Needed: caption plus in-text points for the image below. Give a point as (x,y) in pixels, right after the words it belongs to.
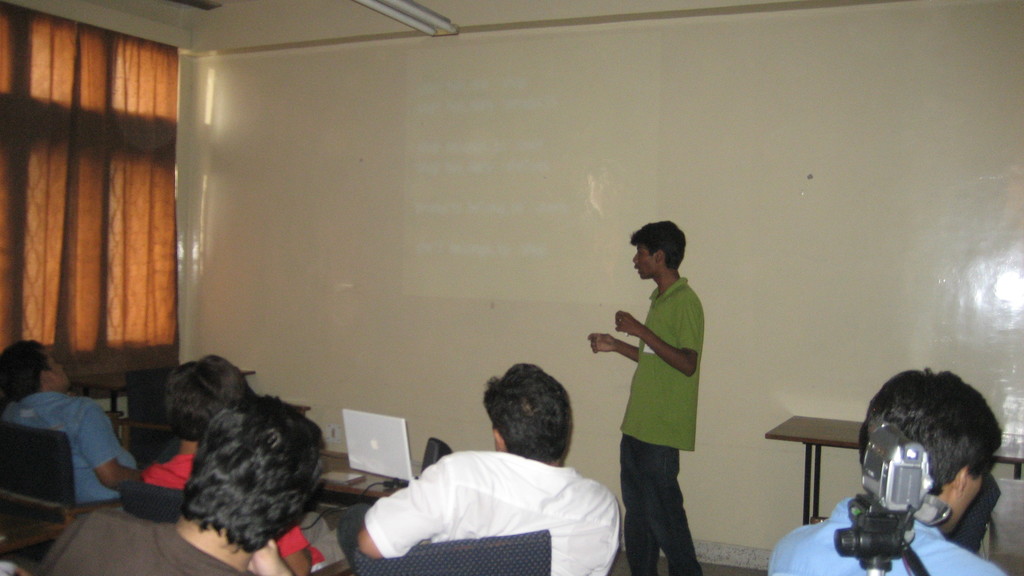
In the picture we can see some people (222,549) are sitting near the desk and in front of him we can see a man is standing and talking something, he is in a green T-shirt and in front of him we can see a laptop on the table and behind him we can see a table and the wall (689,208) and beside the wall (663,39) we can see a window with a curtain (154,128) to it.
